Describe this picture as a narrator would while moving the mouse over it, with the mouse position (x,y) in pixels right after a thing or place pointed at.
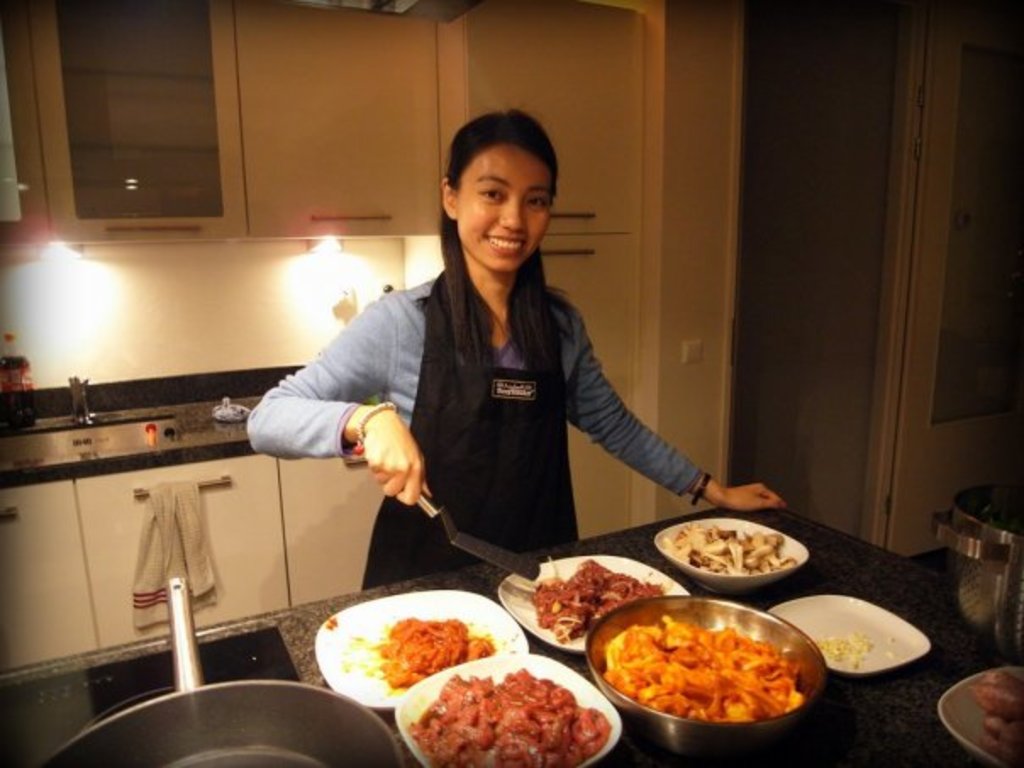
In the center (570,367) the image we can see a woman (587,411) standing holding a spatula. We can also see a table (856,544) in front of her containing a pan (283,696) and a container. We can also see a bowl (654,696) and some plates (861,638) containing food (453,729) in it. On the backside (20,490) we can see a table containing a sink (138,427) and a bottle (13,422) on it, a towel (198,540) on a cupboard (241,563), a switch board (691,360), some lights (338,249) and a door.
